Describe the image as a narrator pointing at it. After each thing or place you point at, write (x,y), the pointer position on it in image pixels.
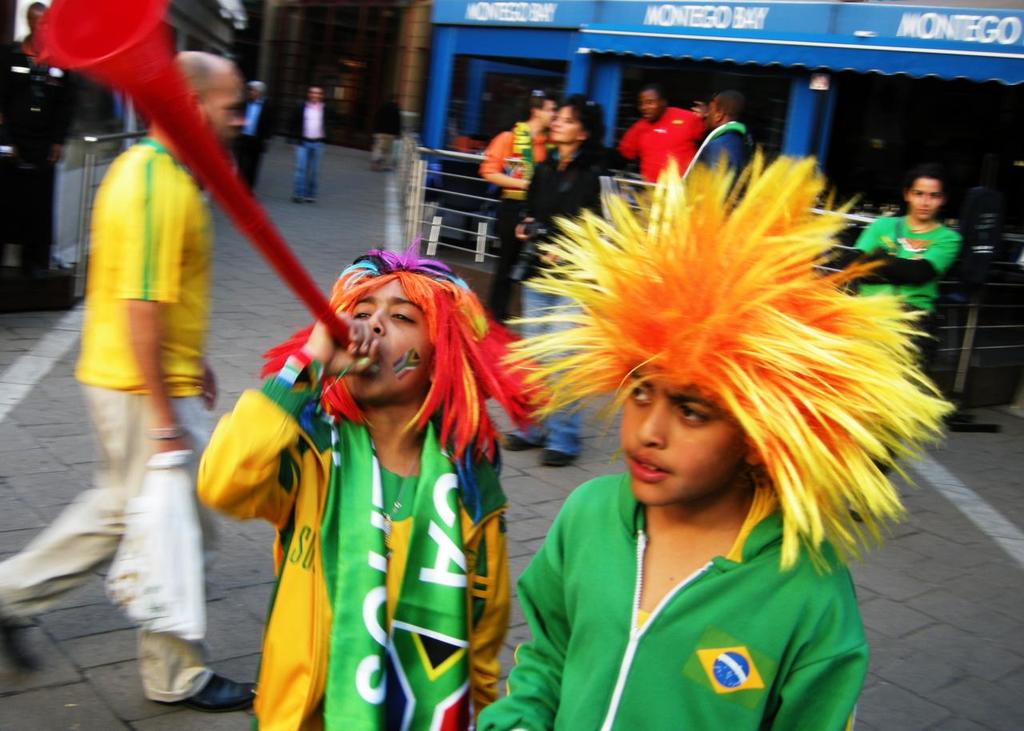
This picture shows few people (263,146) standing and few are walking. A man (165,369) walking and holding a bag (147,551) in his hand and we see couple of boys (525,596) standing and a boy (365,346) holding a plastic chanter (167,101) in his hand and playing and we see buildings (302,93).
